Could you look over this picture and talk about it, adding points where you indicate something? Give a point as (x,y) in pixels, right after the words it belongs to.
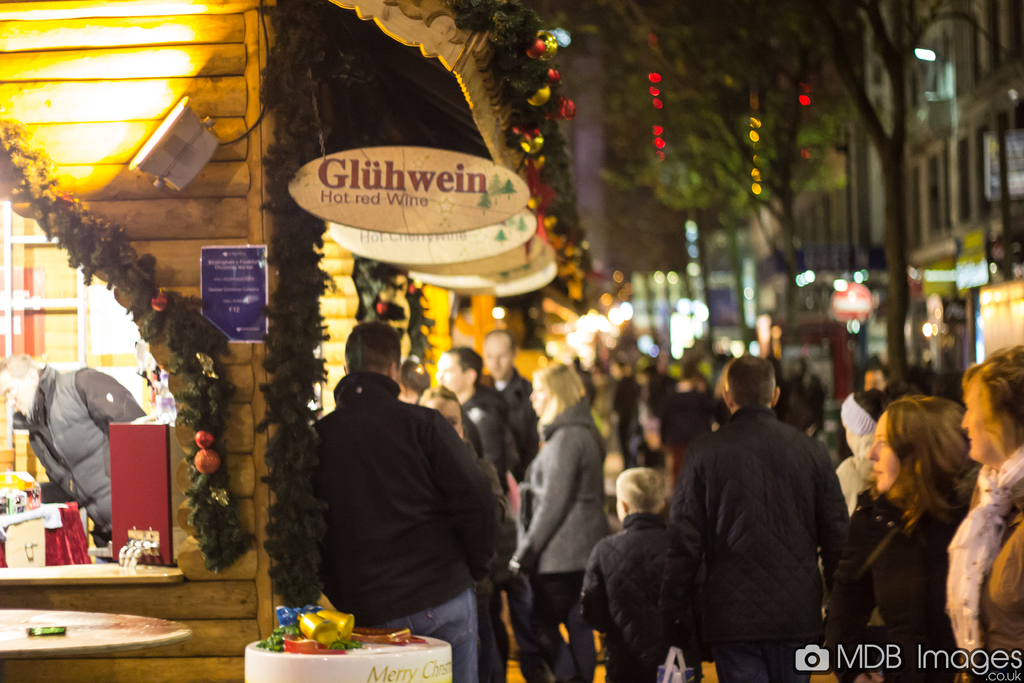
In the foreground of this image (700,531), on the right (836,588), there are persons (741,537), moving on the path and in the background (745,72), there are trees (786,195), building (816,258) and the lights (760,340). On the left (223,90), there is a wooden stall (271,120) decorated and we can also see light (180,116), name board (360,218), poster (239,281), a table (152,641) and a white object (336,661) on the bottom (323,661) and an electronic device (156,533) in side the stall (174,481) and a man (72,413) standing near a table (52,535).
